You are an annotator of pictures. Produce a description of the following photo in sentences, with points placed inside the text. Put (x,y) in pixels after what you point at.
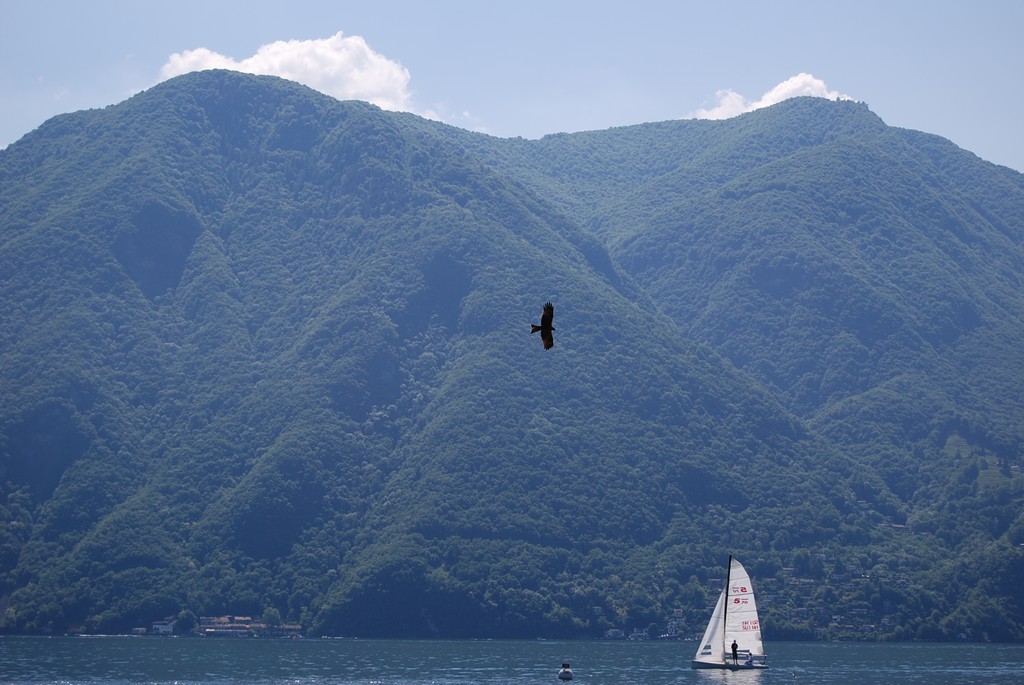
In the picture we can see hills (921,166) with full of greenery (888,185) on it and near to the hills (966,629) we can see some houses (241,626) and water (446,654), in the water (675,646) we can see a boat (729,658) with a person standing on it.
